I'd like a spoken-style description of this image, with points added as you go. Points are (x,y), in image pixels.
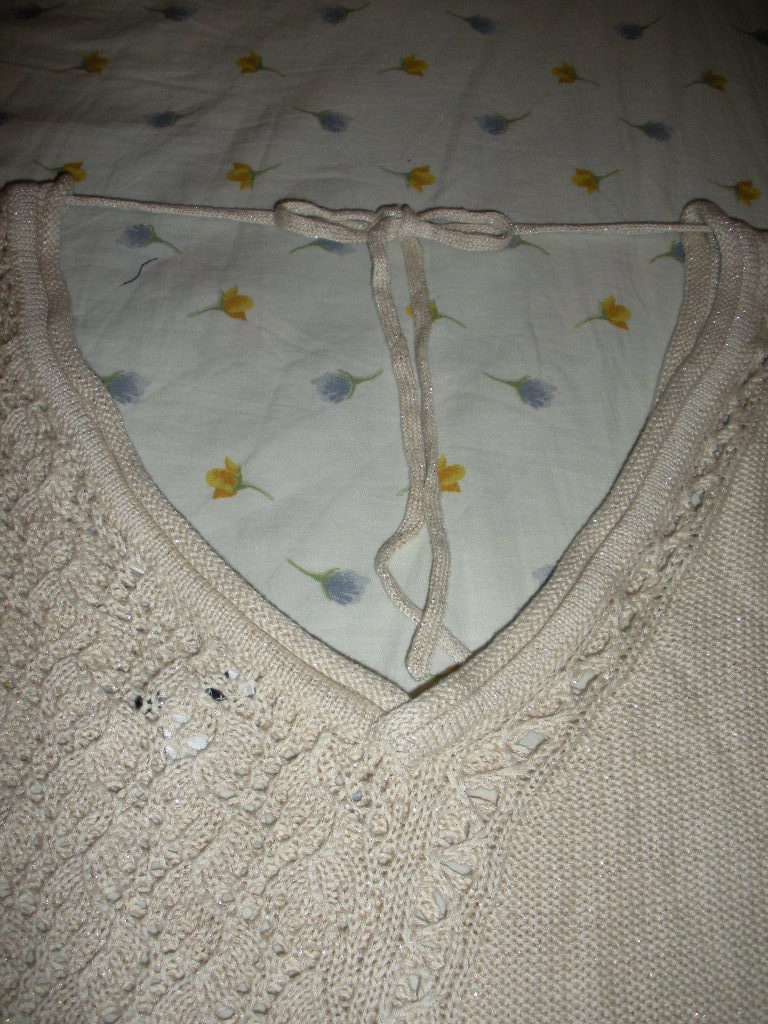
In this image, we can see woolen cloth (392,773) with threads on the white cloth (357,514).
